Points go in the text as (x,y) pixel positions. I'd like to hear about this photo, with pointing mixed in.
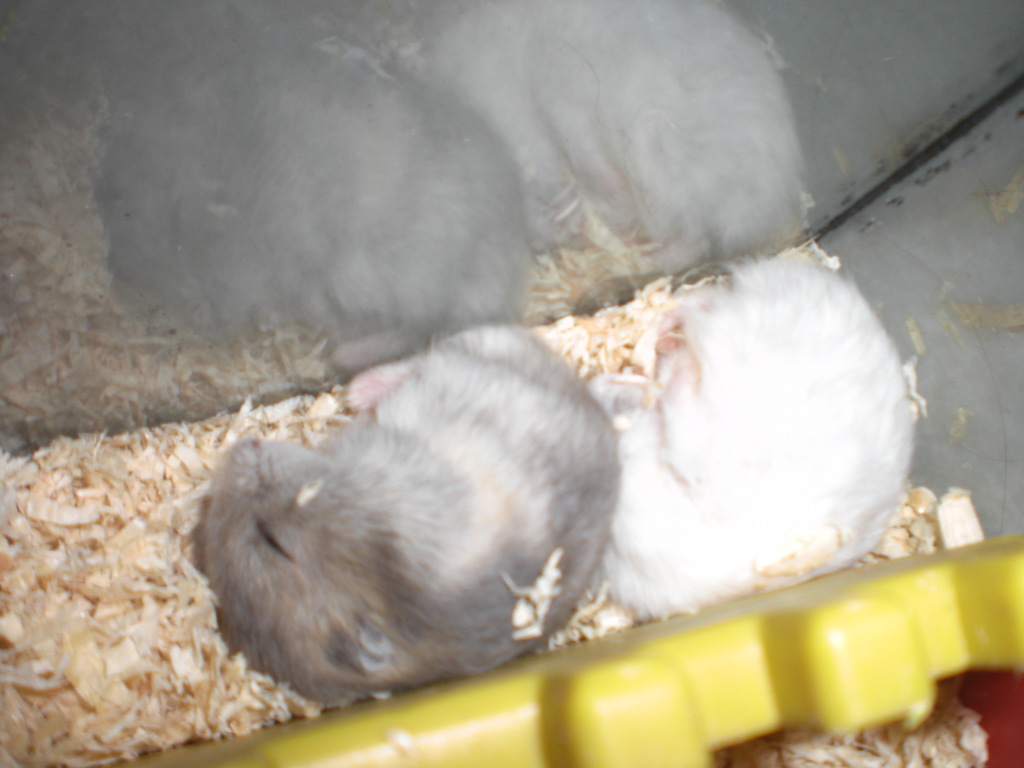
Here in this picture we can see a couple of hamsters (429,430) laying over a place (43,516) and on the right side (926,632) we can see some plastic thing (1009,618) present over there.
